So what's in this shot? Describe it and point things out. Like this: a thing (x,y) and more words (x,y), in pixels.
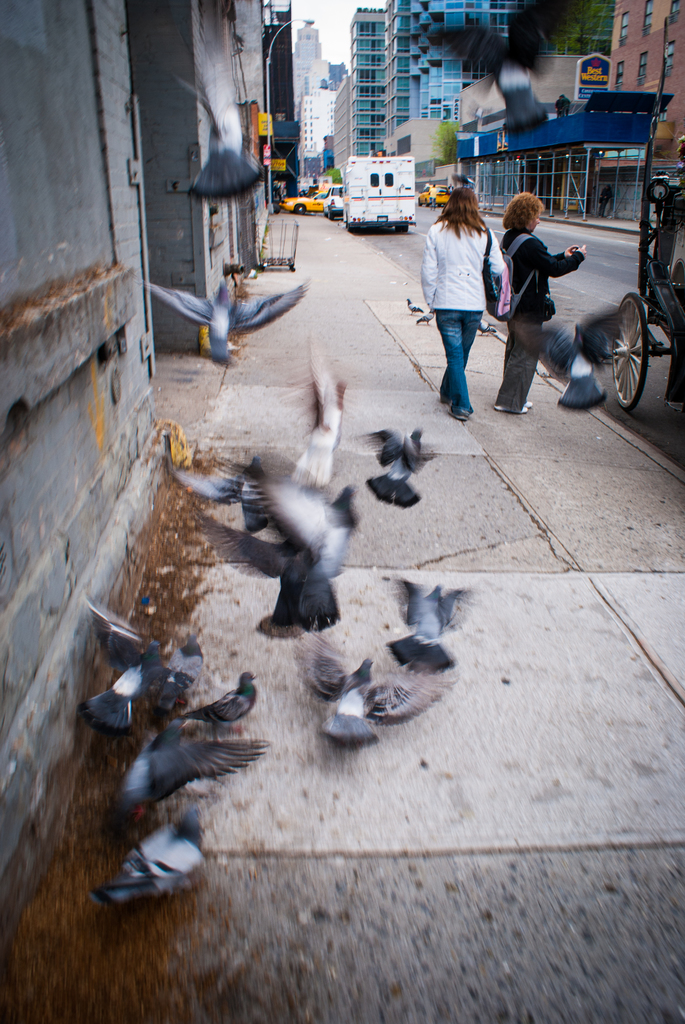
In this image there is the sky (341,31) towards the top of the image (333,25), there are buildings (441,95) towards the top of the image (462,118), there is wall (108,181) towards the left of the image (143,70), there is road (598,267), there are vehicles (348,185) on the road (434,215), there is a woman (435,244) walking, she is wearing a bag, there is a woman (518,275) standing, she is wearing a bag (508,292), she is holding an object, there are birds (201,718).
